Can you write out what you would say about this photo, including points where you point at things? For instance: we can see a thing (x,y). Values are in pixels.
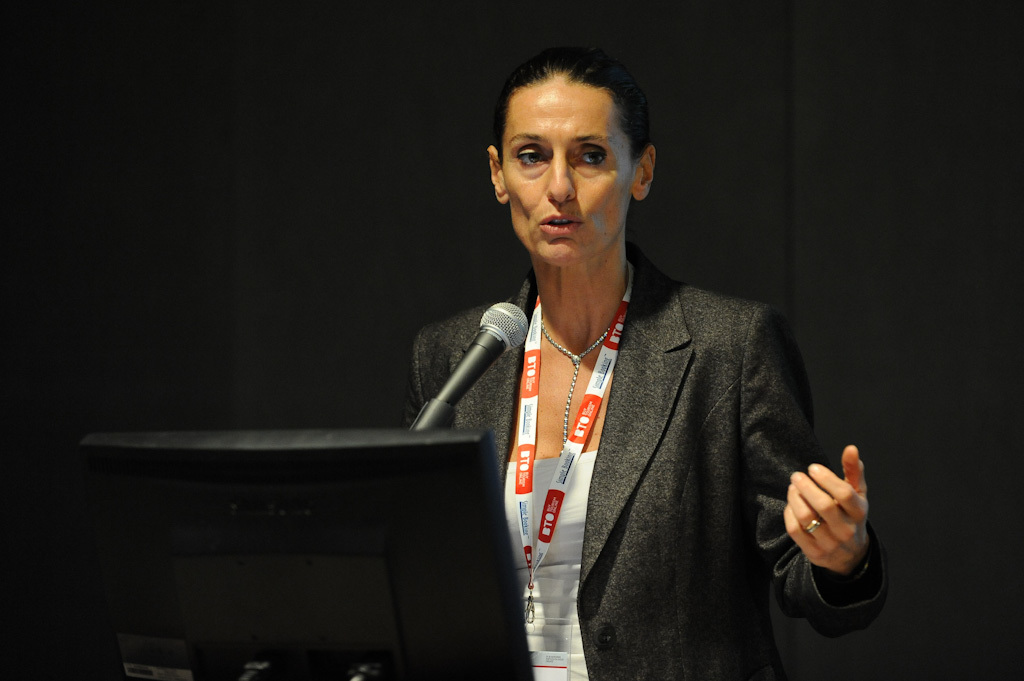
In this image, I can see a woman (650,574) standing. In front of the woman (547,358), there is a monitor (419,459) and a mike (443,399). The background (228,223) looks dark.
